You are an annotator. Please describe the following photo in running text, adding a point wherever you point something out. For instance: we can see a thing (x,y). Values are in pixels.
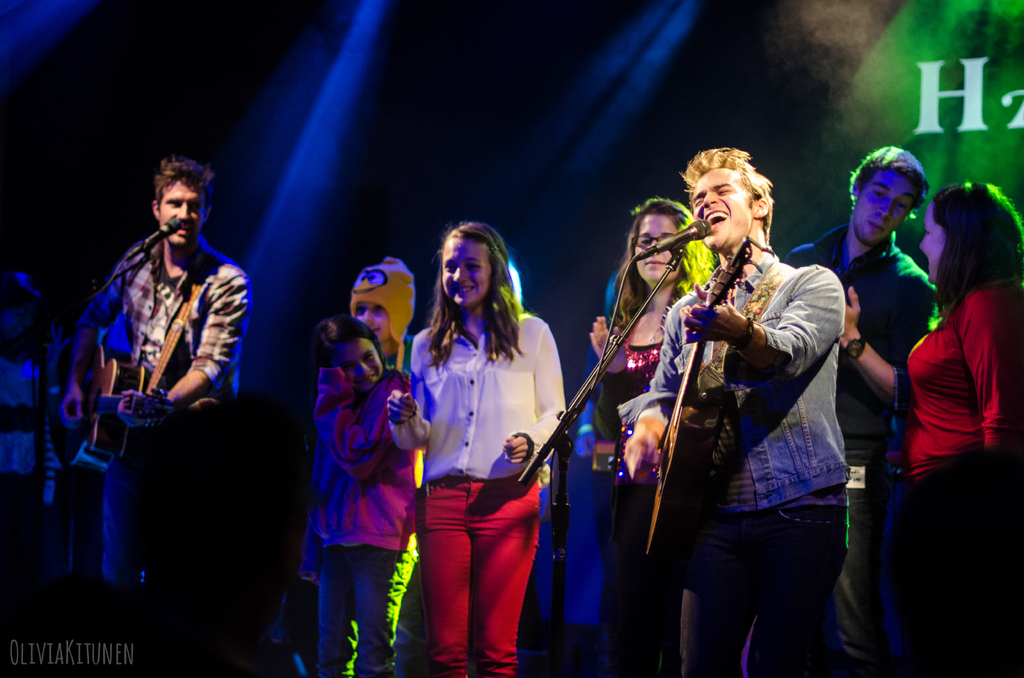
This picture is taken in the dark where we can see these two people (795,322) are holding guitars (691,391) in their hands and there is a mic to stand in front of them. Also, we can see these people (636,572) are standing on the stage (572,586). In the background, we can see the show lights (305,96). Here we can see some watermark (71,641) on the bottom left side of the image (112,649).
